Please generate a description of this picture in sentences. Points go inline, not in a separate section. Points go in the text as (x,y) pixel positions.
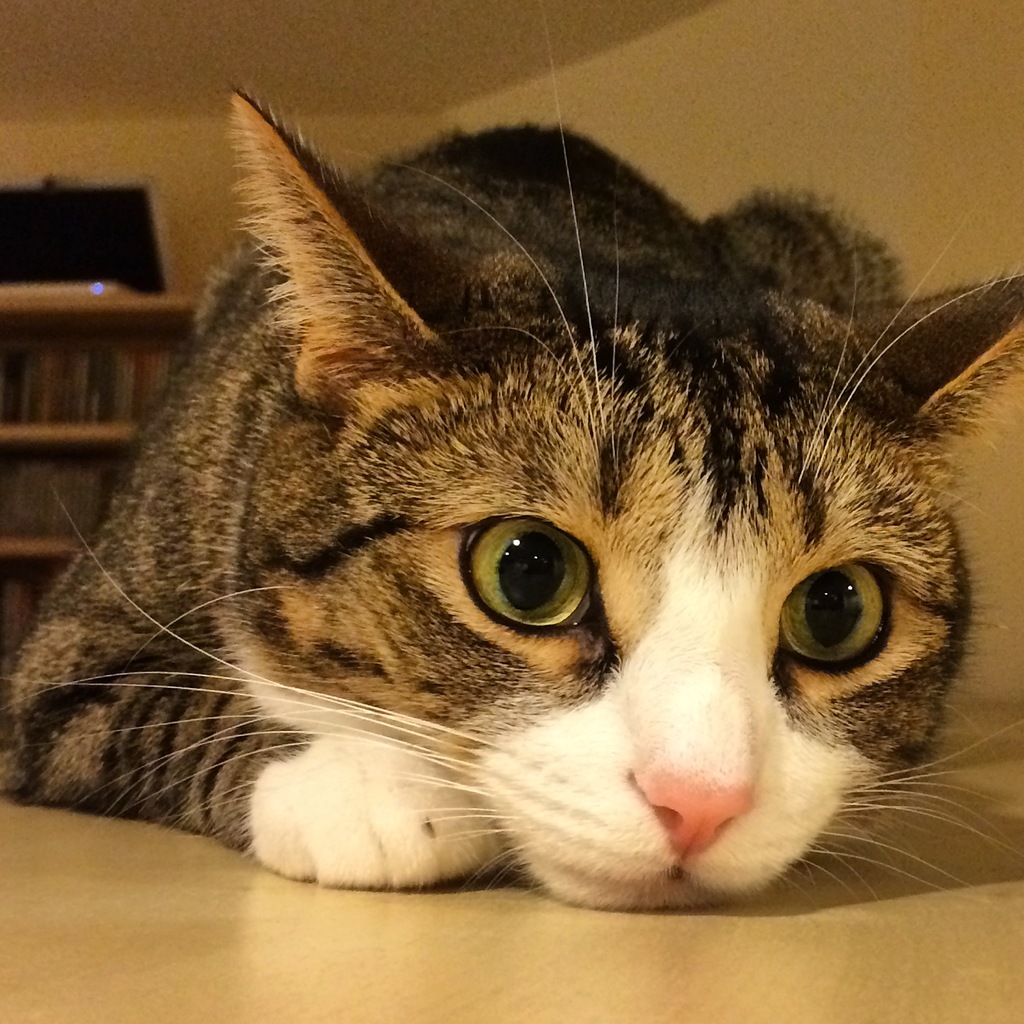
To the bottom of the image (165,983) there is a floor (397,899). On the floor (455,899) there is a brown tabby cat (486,613) on it with green eyes (571,577). To the left side (137,310) corner there is a cupboard (79,428) with few items (77,278). And in the background (427,137) there is a wall (183,154).
